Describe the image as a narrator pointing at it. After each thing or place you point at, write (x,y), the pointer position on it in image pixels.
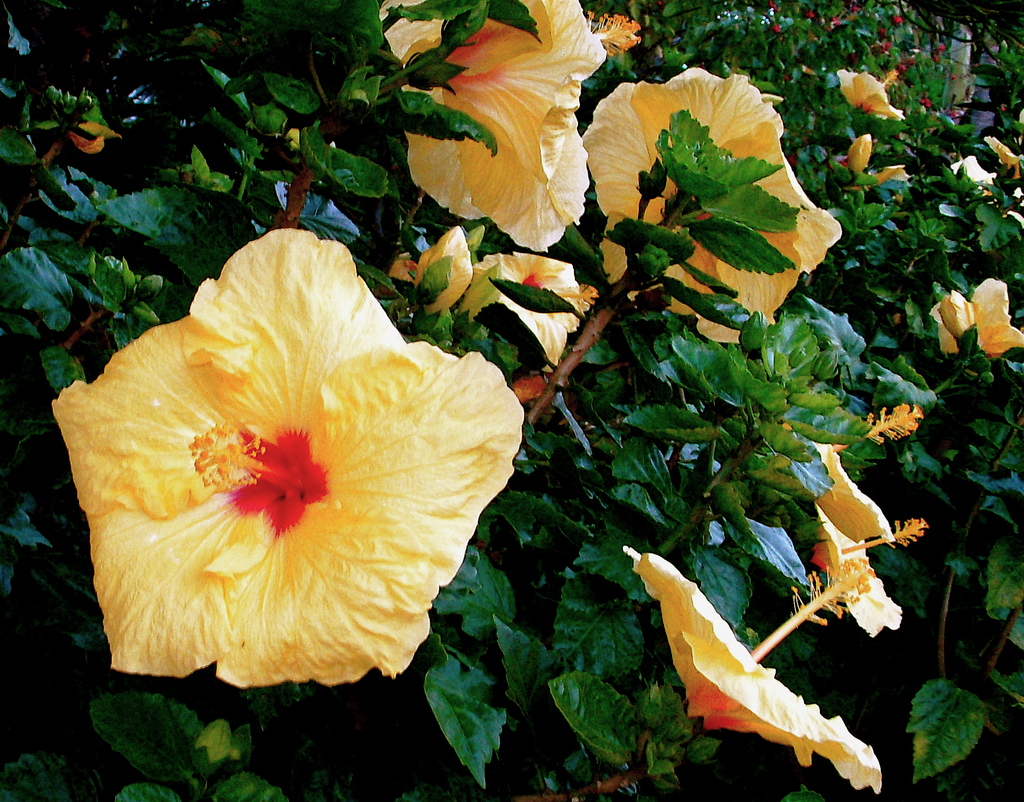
In the image I can see the flowering plants (860,361).
